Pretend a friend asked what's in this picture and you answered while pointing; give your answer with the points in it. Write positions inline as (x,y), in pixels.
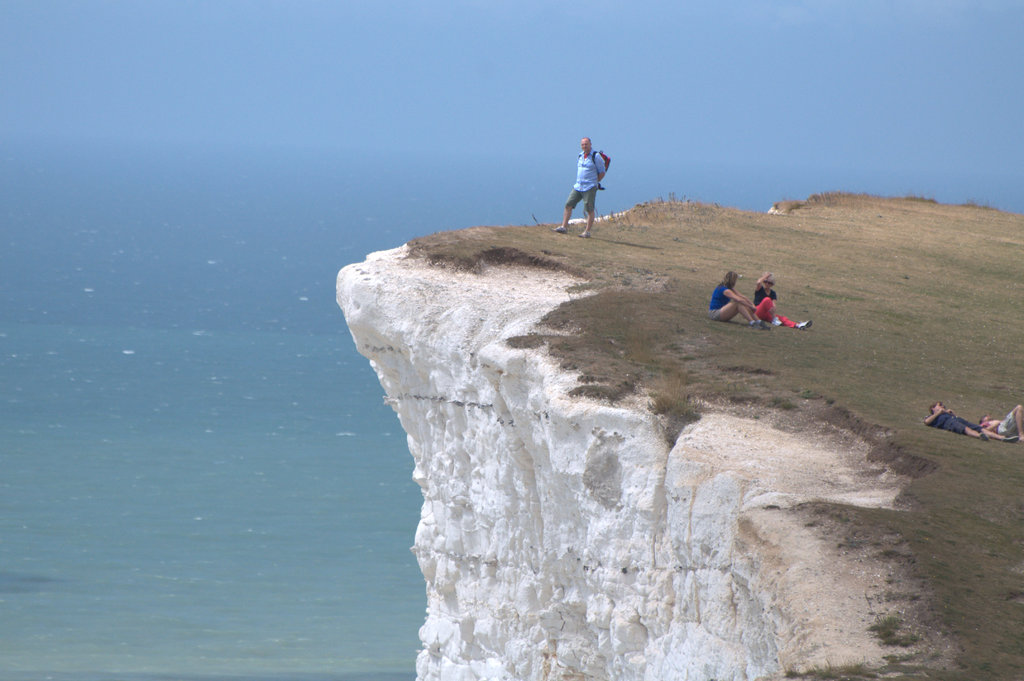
In this image I can see few people (957,430) are on the rock (606,218). I can see the water (230,432). One person (585,158) is wearing a bag (605,164).
